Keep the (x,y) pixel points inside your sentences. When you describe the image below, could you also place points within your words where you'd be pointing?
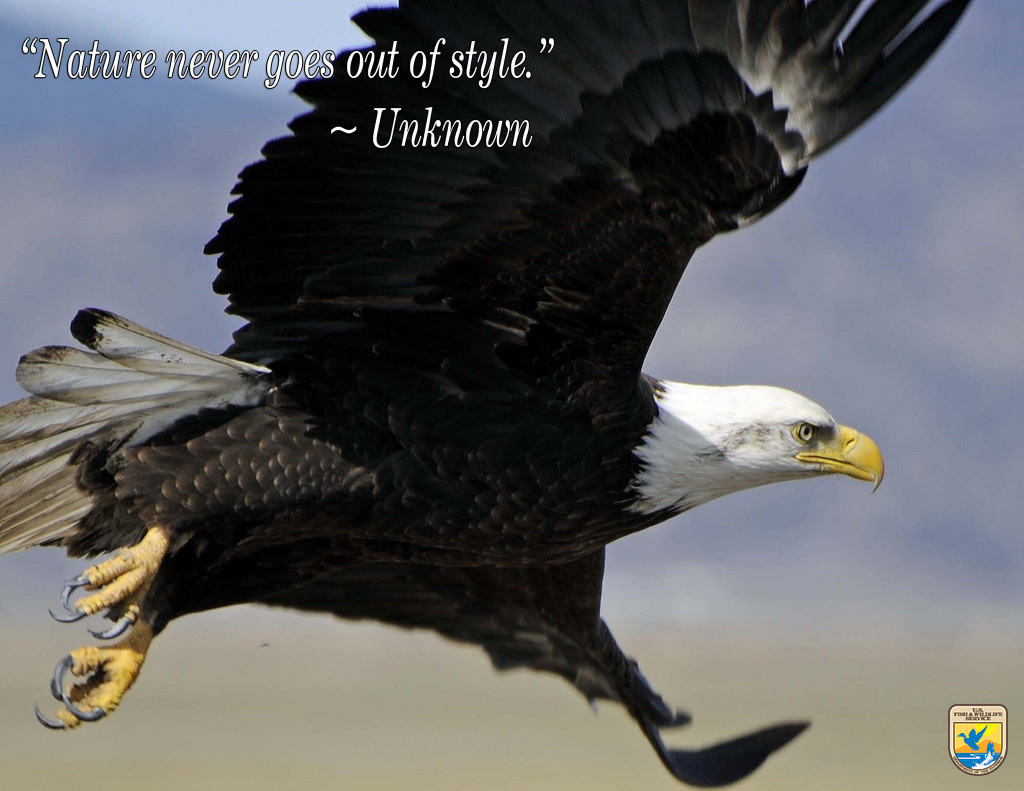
In this image there is a bird (628,664) in the air (754,491) and there is some text (500,49) written on the top of the image (107,55).
